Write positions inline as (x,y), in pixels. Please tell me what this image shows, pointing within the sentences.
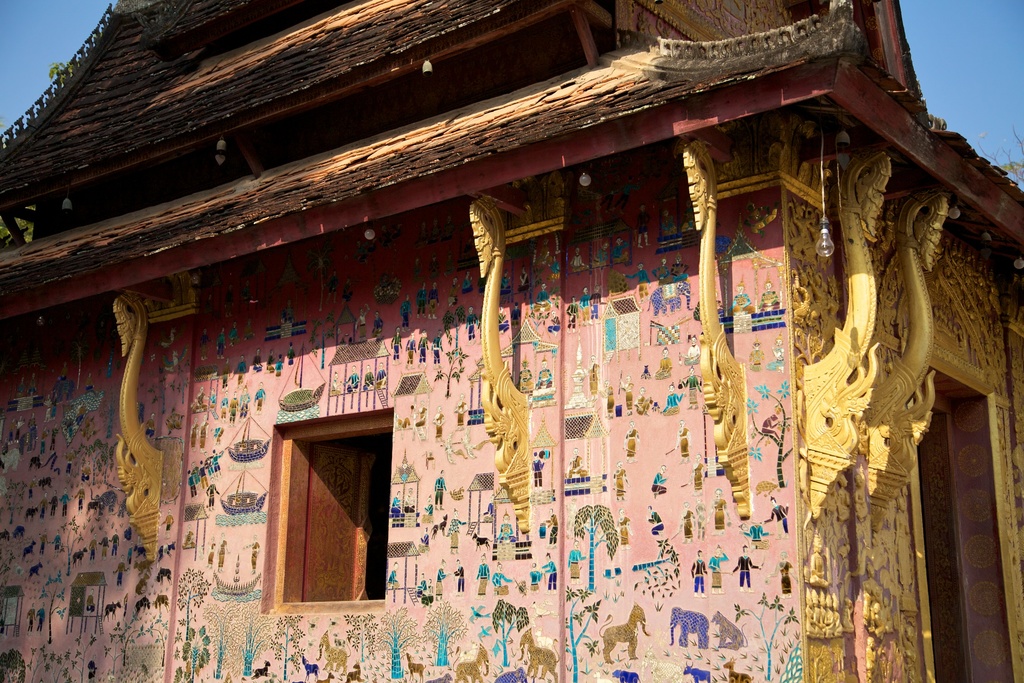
This picture is taken from outside of the building (604,423). In this image, in the middle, we can see a window (377,534). At the top (903,16), we can see a sky (957,132).
